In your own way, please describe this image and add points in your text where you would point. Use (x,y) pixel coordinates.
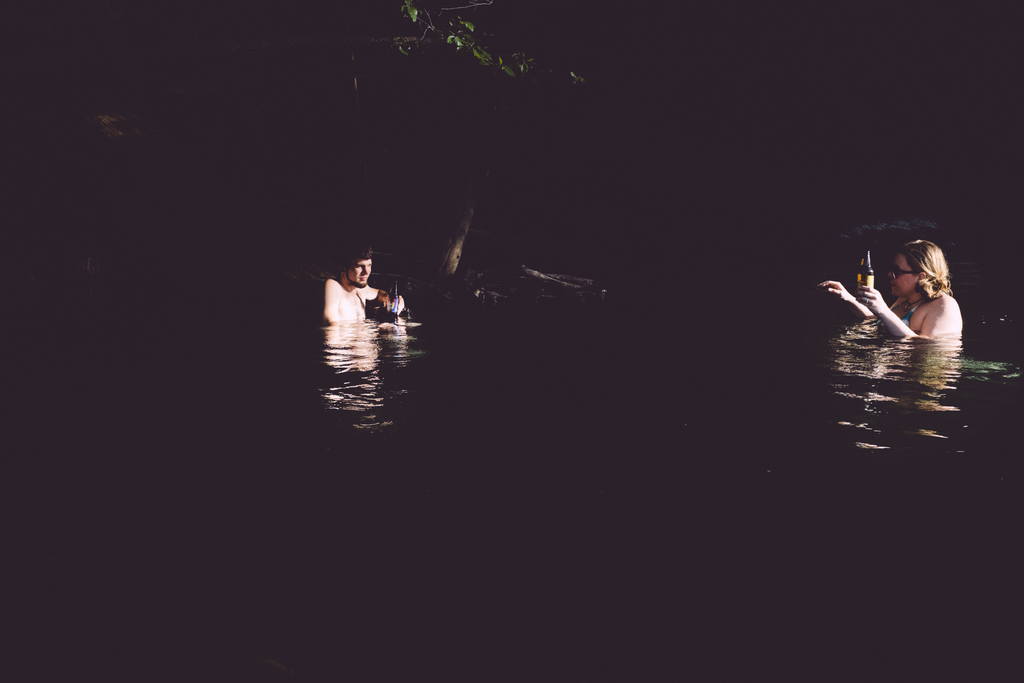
In this image there are two people (931,269) in the water (690,327). In the background of the image (460,31) there is a tree (436,32).
